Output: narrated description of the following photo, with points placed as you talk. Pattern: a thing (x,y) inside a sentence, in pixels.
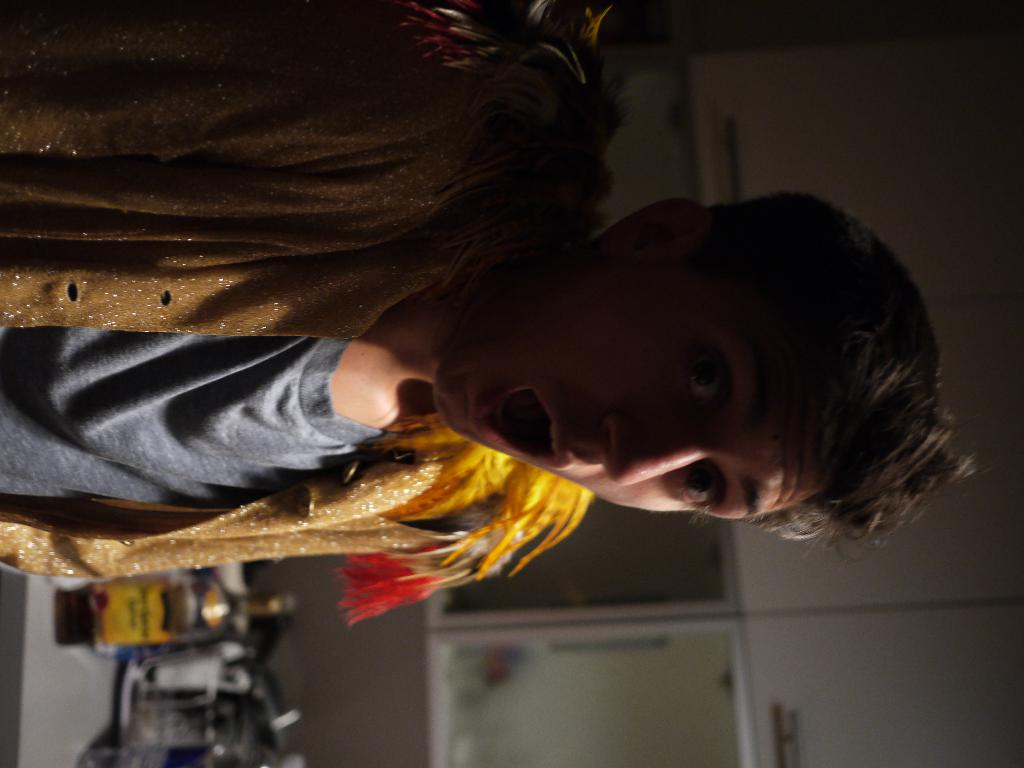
In this picture there is a man (523,392) wore costume (126,311). In the background of the image (478,639) it is blurry and we can see bottle (171,609) and objects (156,686) on the platform (105,708) and wall (849,619).
